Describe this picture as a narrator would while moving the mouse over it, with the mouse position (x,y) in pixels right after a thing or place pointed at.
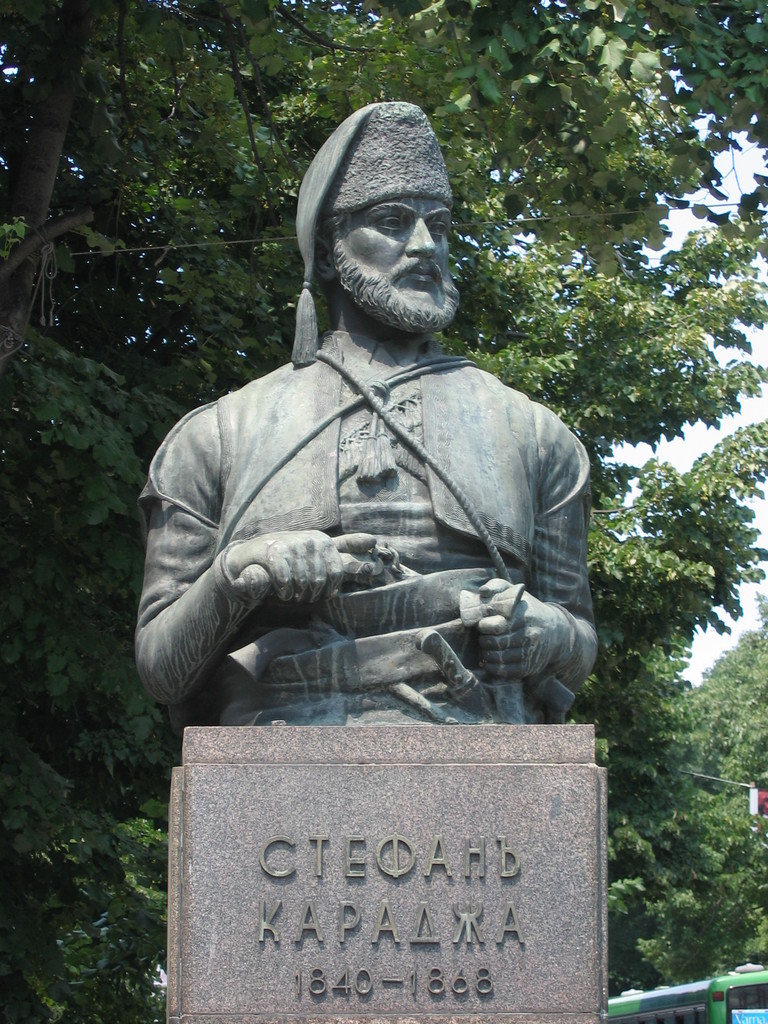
In the center of the image (439,376) there is a statue (259,648). In the background (110,676) we can see trees (665,211) and sky (682,215).
